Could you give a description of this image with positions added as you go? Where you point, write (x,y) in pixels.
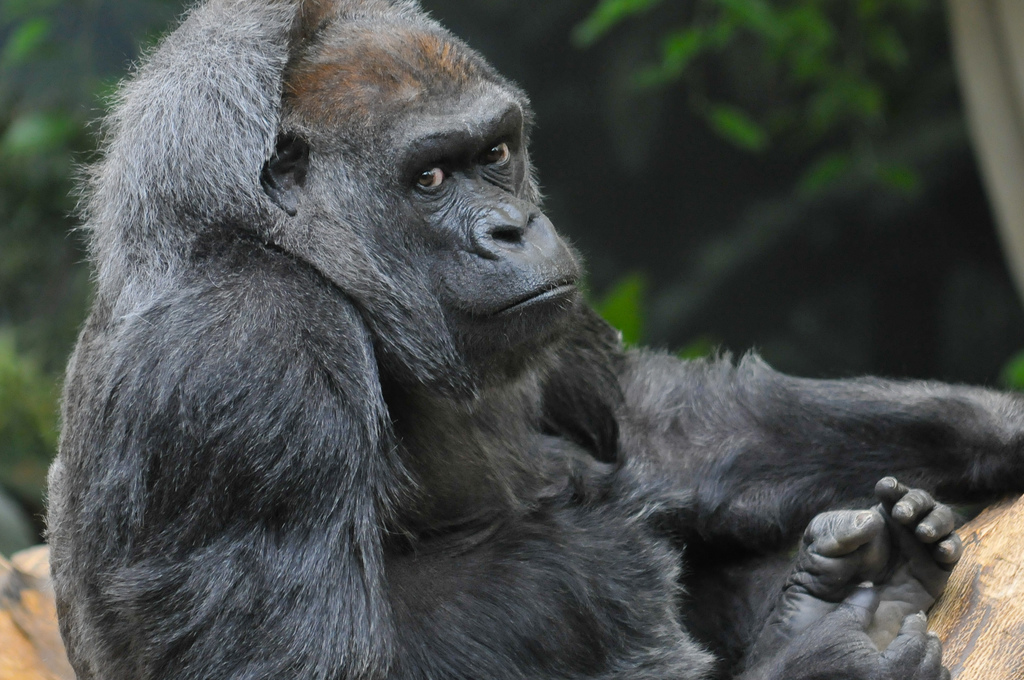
In this image, we can see a black color monkey (516,501), in the background (717,38) there are some trees (793,49).
